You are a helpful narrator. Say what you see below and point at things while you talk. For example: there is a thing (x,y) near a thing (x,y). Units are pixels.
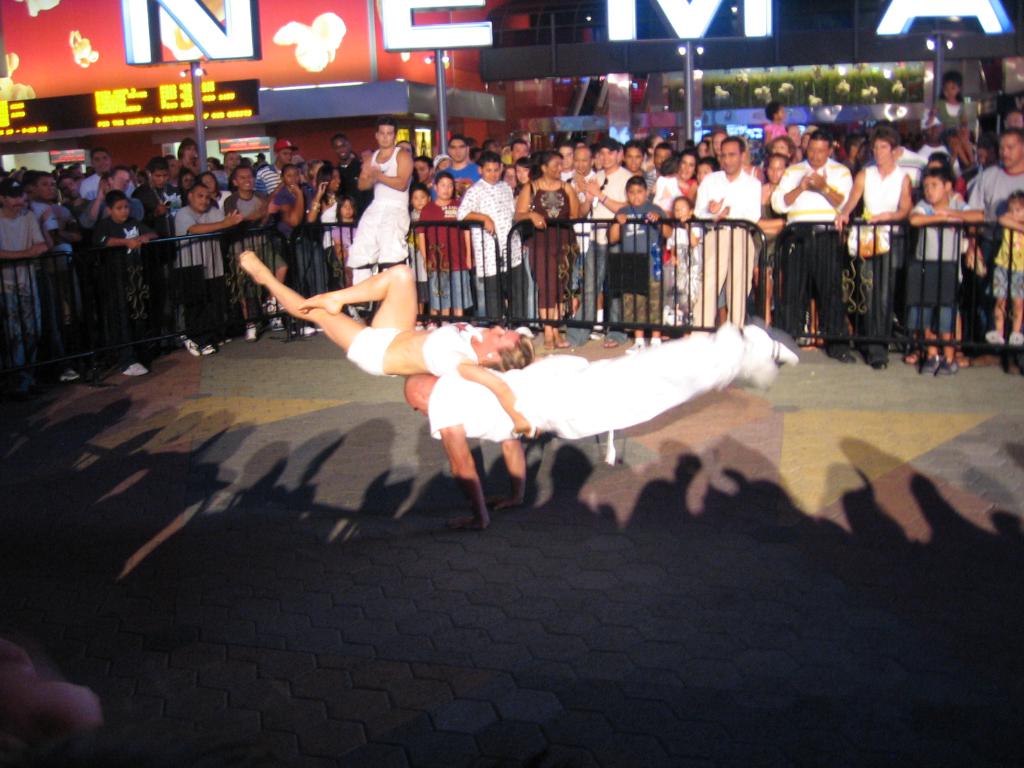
In this image there are few people (486,422) on the road (433,454), a fence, poles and a building (350,90) with the name (398,11) written on it.
